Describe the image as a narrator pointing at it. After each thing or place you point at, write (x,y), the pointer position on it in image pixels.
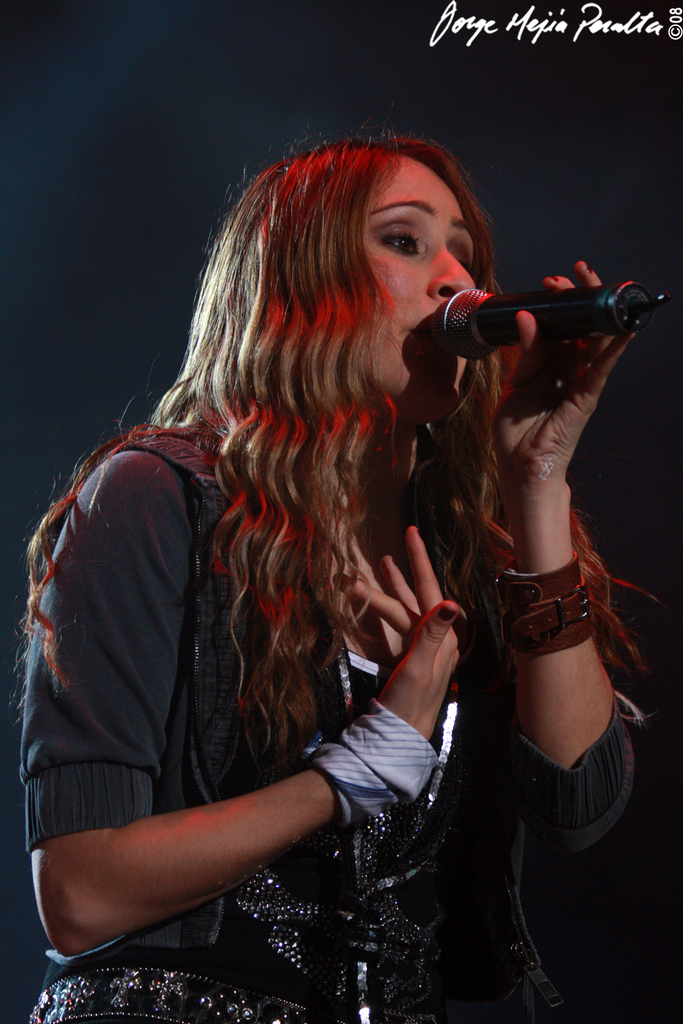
This woman (346,461) is holding mic (445,340) and singing.
